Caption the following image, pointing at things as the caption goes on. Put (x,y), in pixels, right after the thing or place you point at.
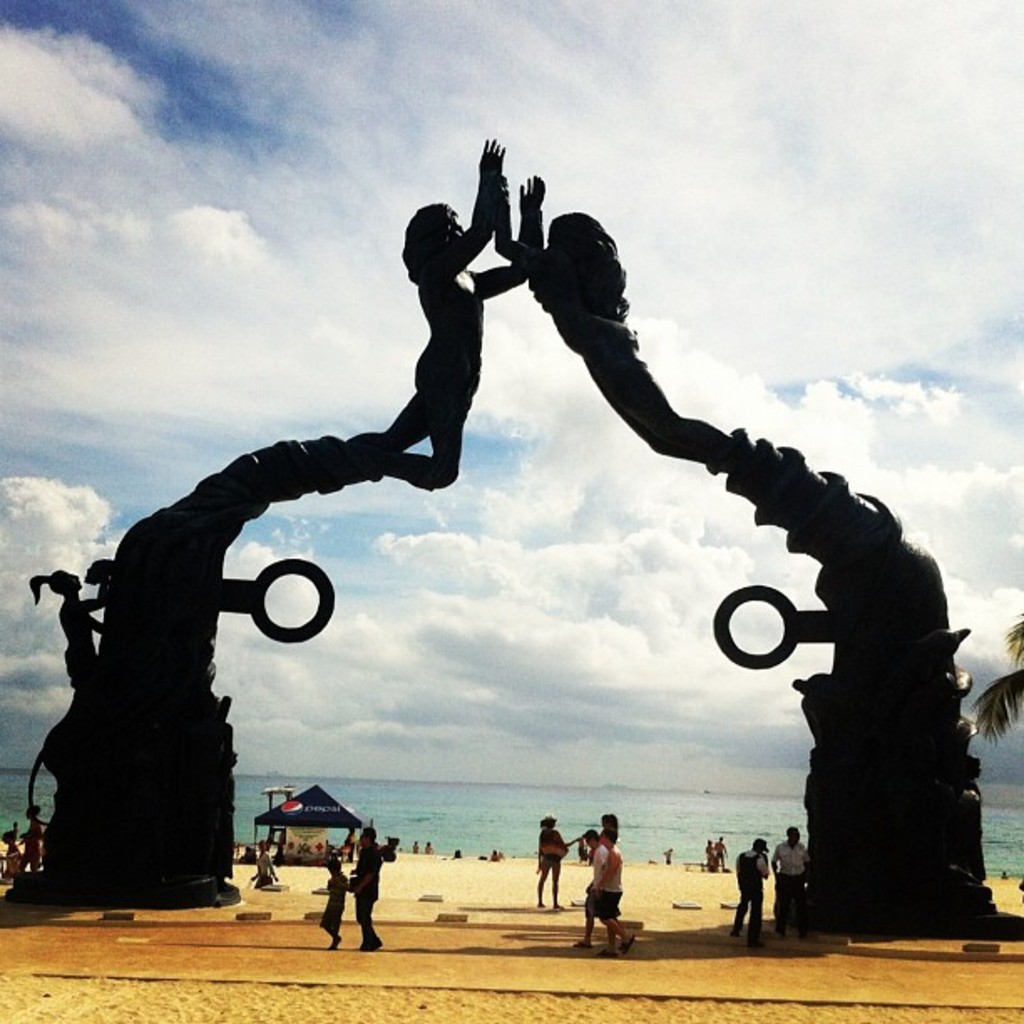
In this picture I can see group of people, there is an arch (422,412) with sculptures (120,614), there is a canopy tent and a tree (1009,712), there is water (675,823), and in the background (651,56) there is the sky (901,223).
